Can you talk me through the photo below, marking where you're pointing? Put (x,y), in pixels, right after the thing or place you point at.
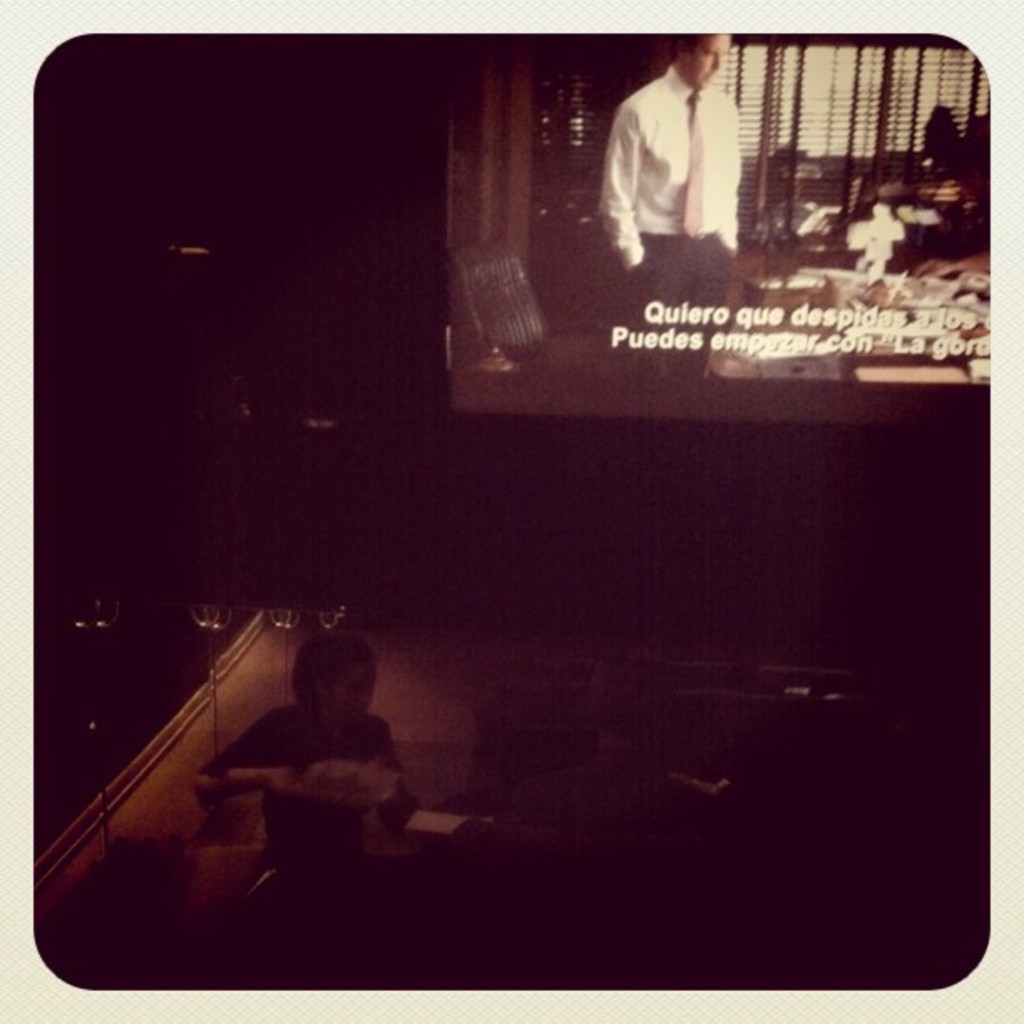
This image consists of a screen (544,229) in which we can see a man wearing a white shirt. In front of him, there is a table (853,386) on which many things (855,236) are kept. And we can see a text (977,355) near the table (782,309). At the bottom (294,834), there is another person (246,782). And the image is too dark.
